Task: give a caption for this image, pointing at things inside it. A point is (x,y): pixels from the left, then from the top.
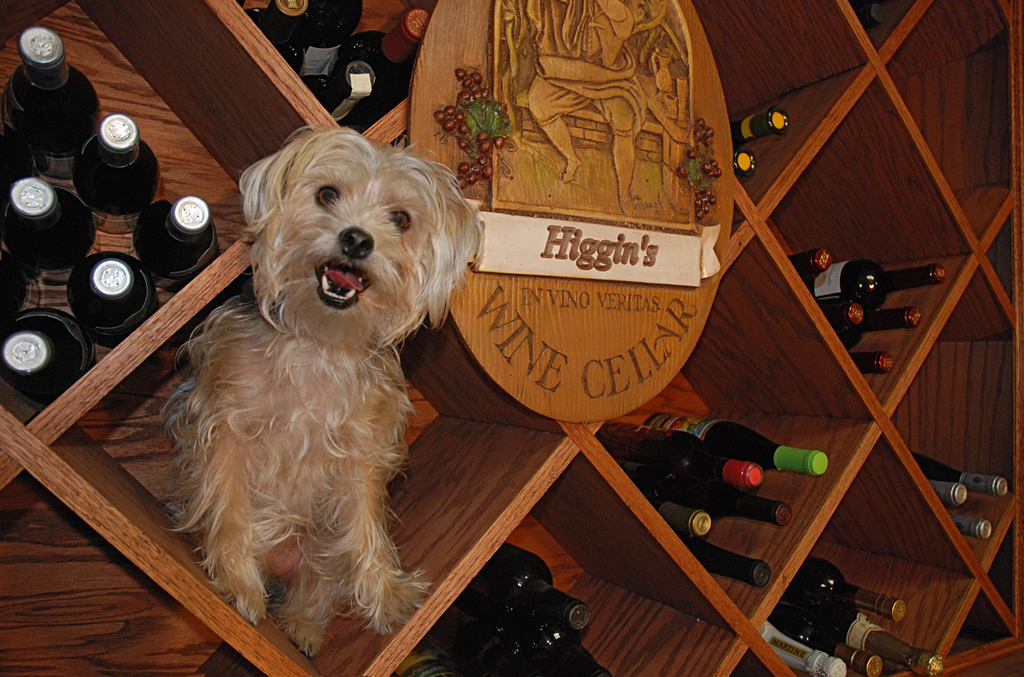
In the image there is a diamond shape cupboard (44,23). To the left corner (114,187) inside the cupboard (225,33) there are few bottles (109,174) in it. And beside that to the bottom (341,492) there is a dog (276,434) inside the cupboard (597,641). And to the top of the image (413,63) there is a wooden poster (489,266). And in the cupboards (886,139) there are many bottles (582,647).
